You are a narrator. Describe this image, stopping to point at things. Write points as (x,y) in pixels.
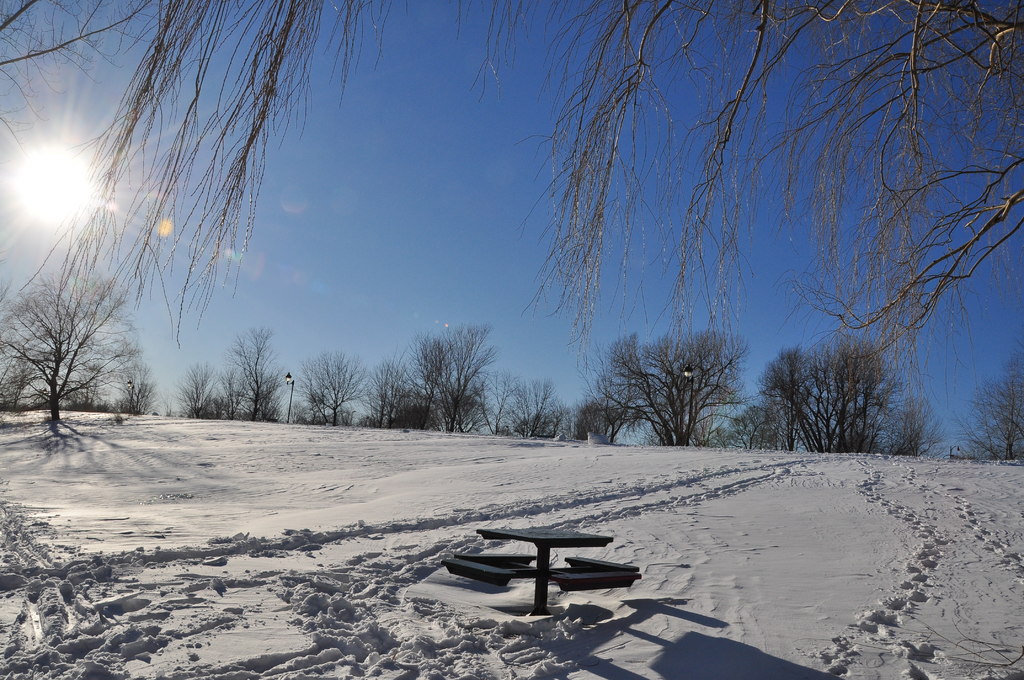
In this image I can see snow (372,448) in white color. I can also see a bench (585,570), background (357,347) I can see dried trees (587,287), sky (488,287) in blue color.
